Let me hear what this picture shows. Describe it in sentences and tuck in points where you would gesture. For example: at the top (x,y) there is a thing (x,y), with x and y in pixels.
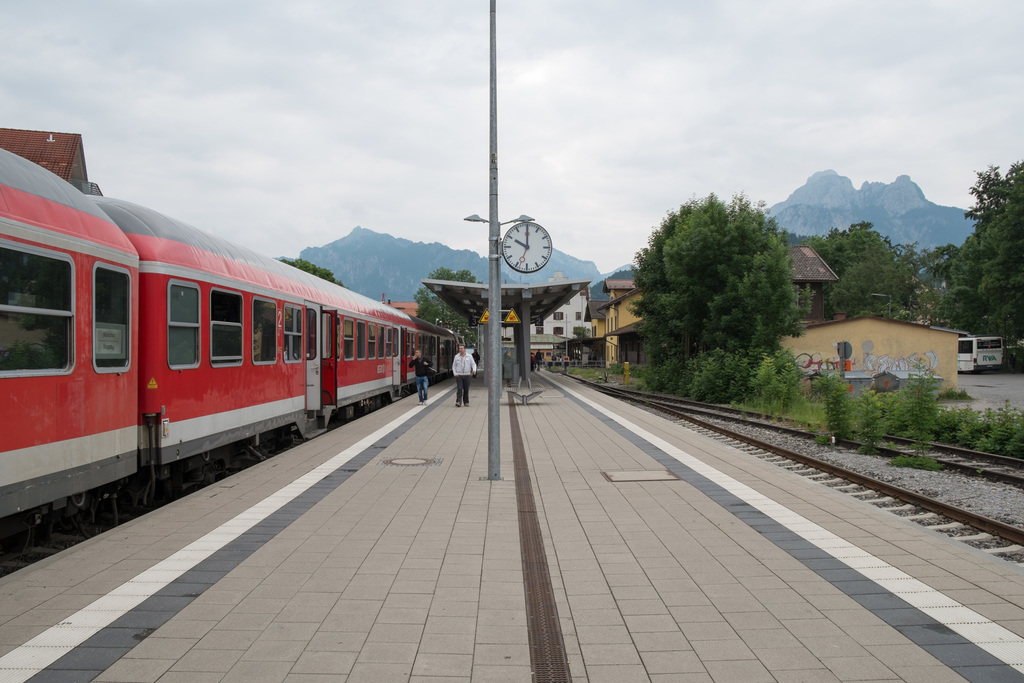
On the left side (187,353), we see a train (365,366) in red and grey color. Beside that, we see two men (423,360) are walking on the platform (401,424). In front of them, we see a pole (498,458), street lights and a clock (513,238). On the right side (914,499), we see the railway tracks (980,533) and trees (735,320). We see a white vehicle (994,360) is moving on the road (996,375). There are trees (830,290), buildings (621,286) and hills (833,214) in the background (392,256). At the top (406,122), we see the sky (318,100).
